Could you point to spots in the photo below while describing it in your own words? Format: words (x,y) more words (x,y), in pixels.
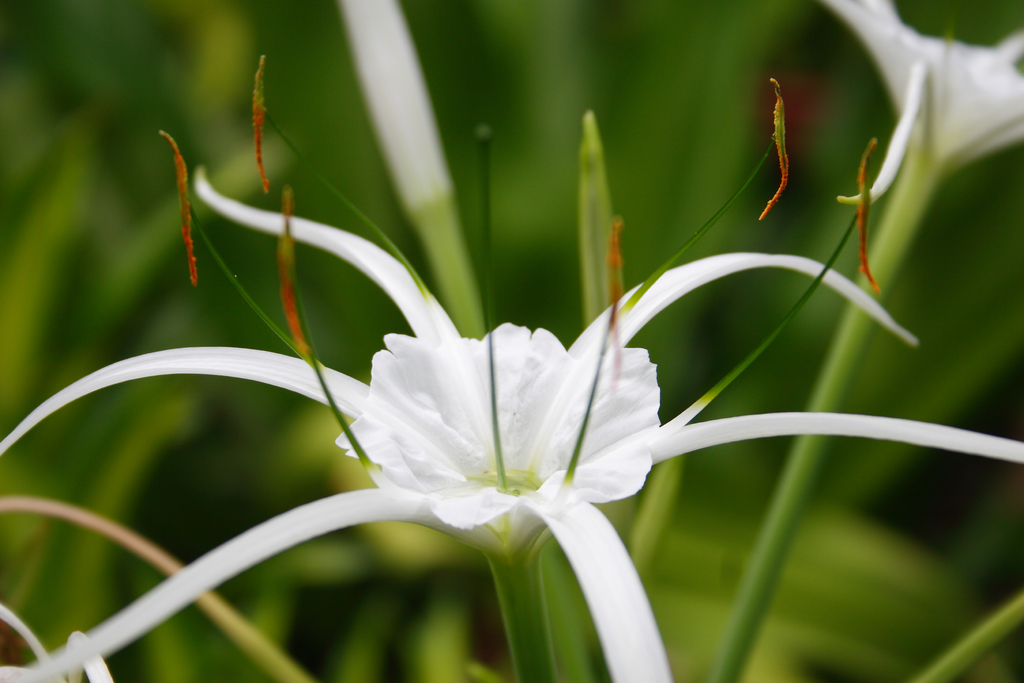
In this image, we can see white flowers (580,364) with stems (551,664). Background (155,486) there is a blur view. Here we can see green color.
